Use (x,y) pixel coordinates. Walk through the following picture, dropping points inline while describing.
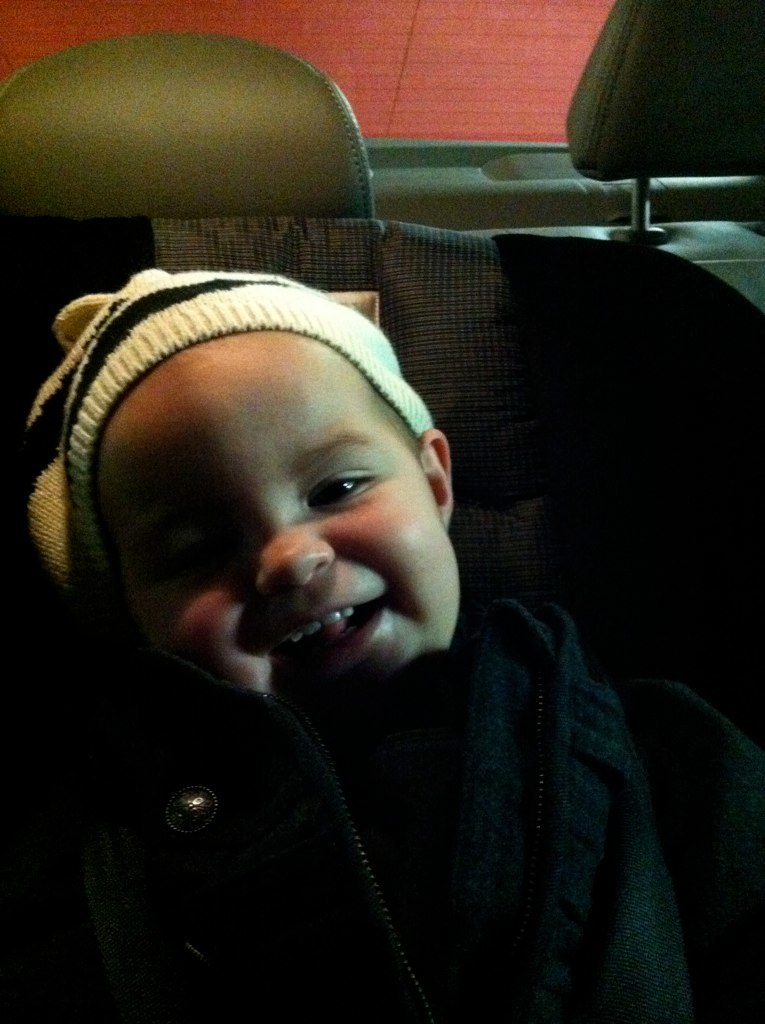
In the image we can see a baby (460,812) wearing clothes (314,804) and a cap (246,316), and the baby (321,699) is smiling. These are the seat (618,146) of the vehicle (618,146).
